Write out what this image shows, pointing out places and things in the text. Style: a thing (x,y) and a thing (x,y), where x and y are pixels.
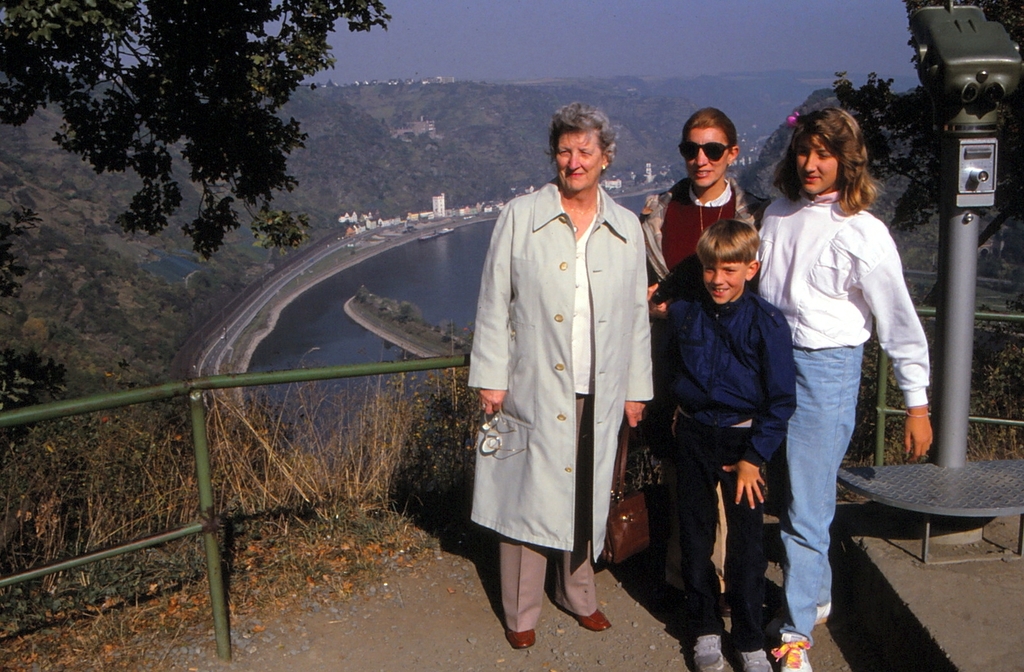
In this picture we can able to see four (739,319) standing, and this lady (511,452) is carrying glasses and also a bag (636,531), we can able to see bushes (375,455) over here, and we can see mountains (370,164), and we can see river (442,268), and we can see a tree (173,127), and we can see fence (322,374) over here.
